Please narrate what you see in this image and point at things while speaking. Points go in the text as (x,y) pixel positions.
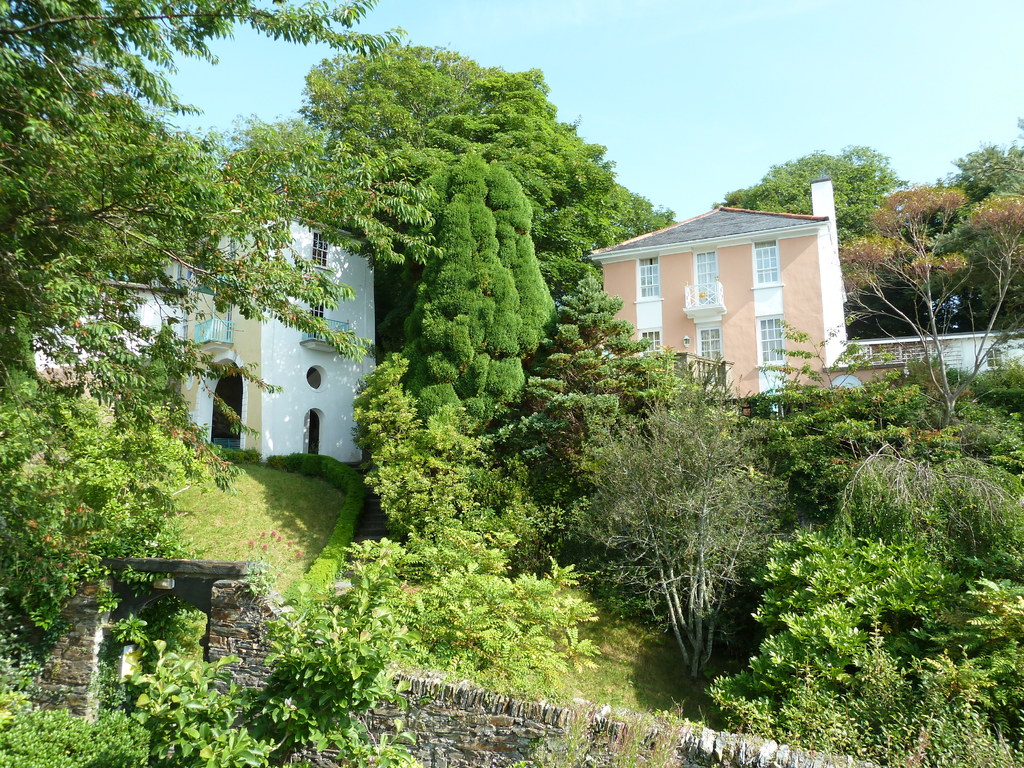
In this image we can see a group of trees (640,495), plants (510,615), wall (584,765) and grass (284,522). Behind the trees (615,482) we can see the buildings (695,281). At the top (662,158) we can see the sky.
